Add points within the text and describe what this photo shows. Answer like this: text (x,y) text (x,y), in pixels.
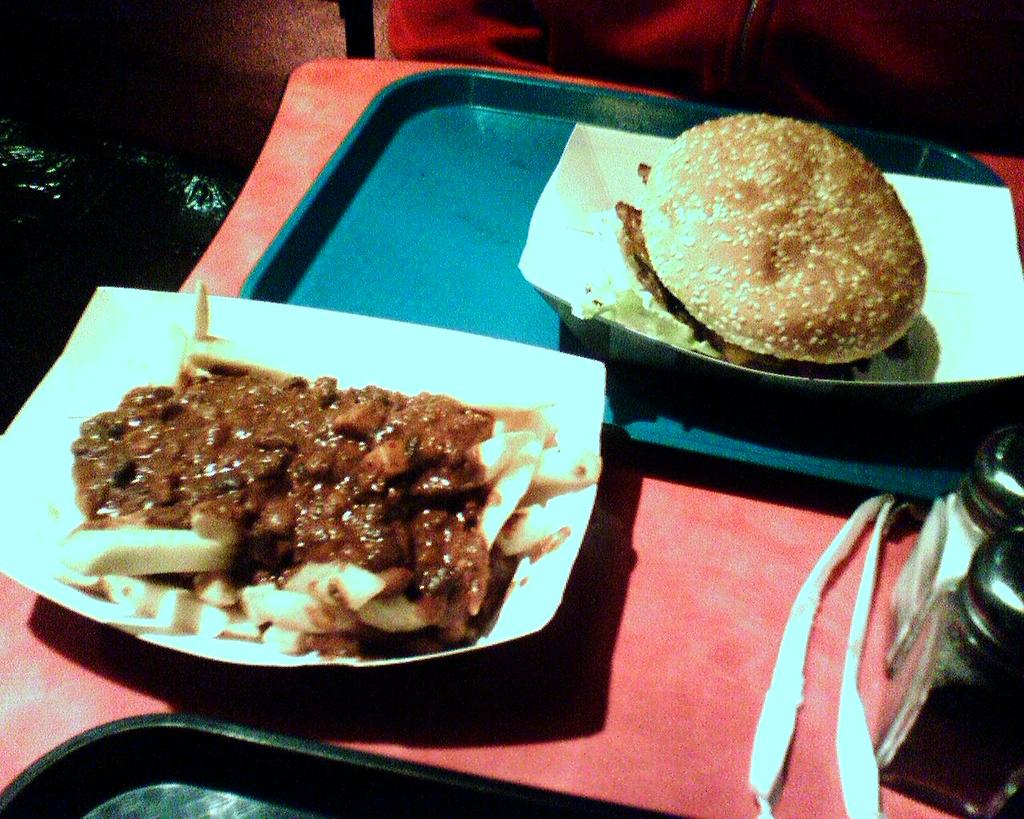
In the center of the image (679,504) we can see a table (744,625). On the table (551,640) we can see the trays (386,774), bottles (971,574) and the plates (442,369) which contains food (338,481). In the background of the image (197,104) we can see the wall (297,13). At the top of the image (776,41) we can see a person (770,65), wearing coat (729,33).
